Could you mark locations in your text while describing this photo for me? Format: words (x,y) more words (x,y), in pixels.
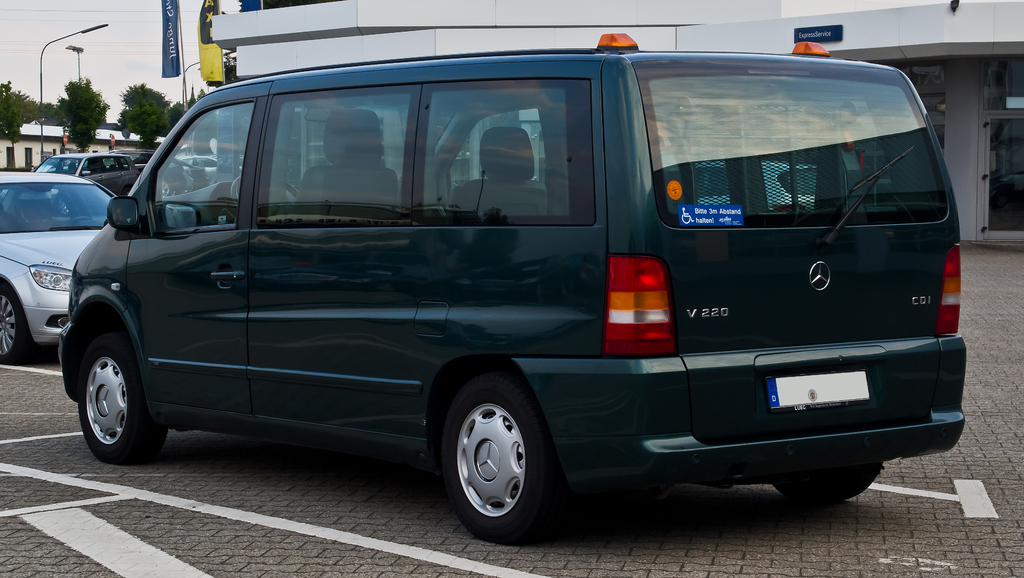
In this image there are vehicles (293,240) on the road (12,471). In the background (184,105) there are buildings (251,29), trees (76,87) and poles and there are flags (210,48).
